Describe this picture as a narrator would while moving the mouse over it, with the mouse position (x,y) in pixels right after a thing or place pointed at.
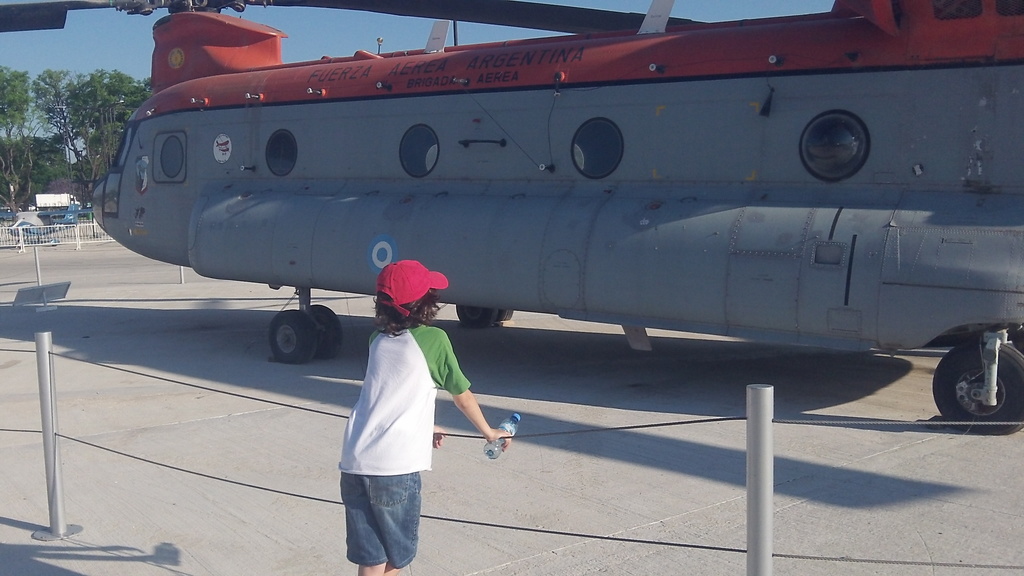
In this picture there is a boy (423,307) who is wearing cap (426,269), t-shirt (403,342), short (374,480) and holding a bottle (496,446). He is standing near to the rods (558,533). In the center (520,205) I can see the helicopter (552,141) which is placed on the ground (506,350). In the background (73,237) I can see many cars (45,218), fencing (70,231), trees (53,165) and buildings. At the top (489,30) I can see the sky (473,36).
